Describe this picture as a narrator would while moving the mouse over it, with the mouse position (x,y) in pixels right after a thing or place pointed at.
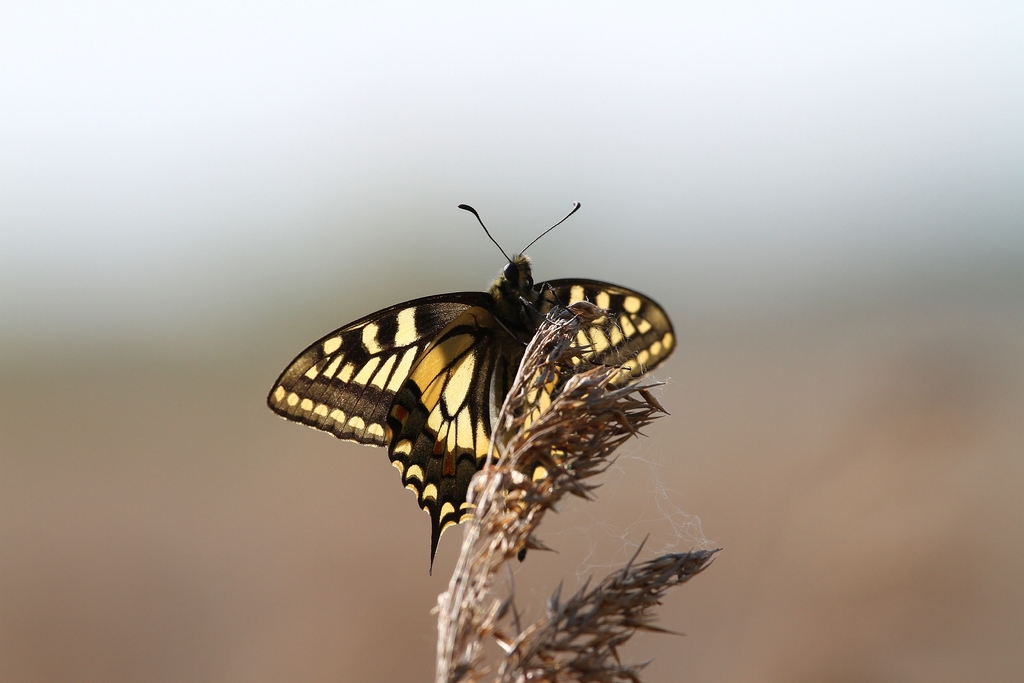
There is a butterfly (516,356) which is in black and yellow color is on an object (579,447).
